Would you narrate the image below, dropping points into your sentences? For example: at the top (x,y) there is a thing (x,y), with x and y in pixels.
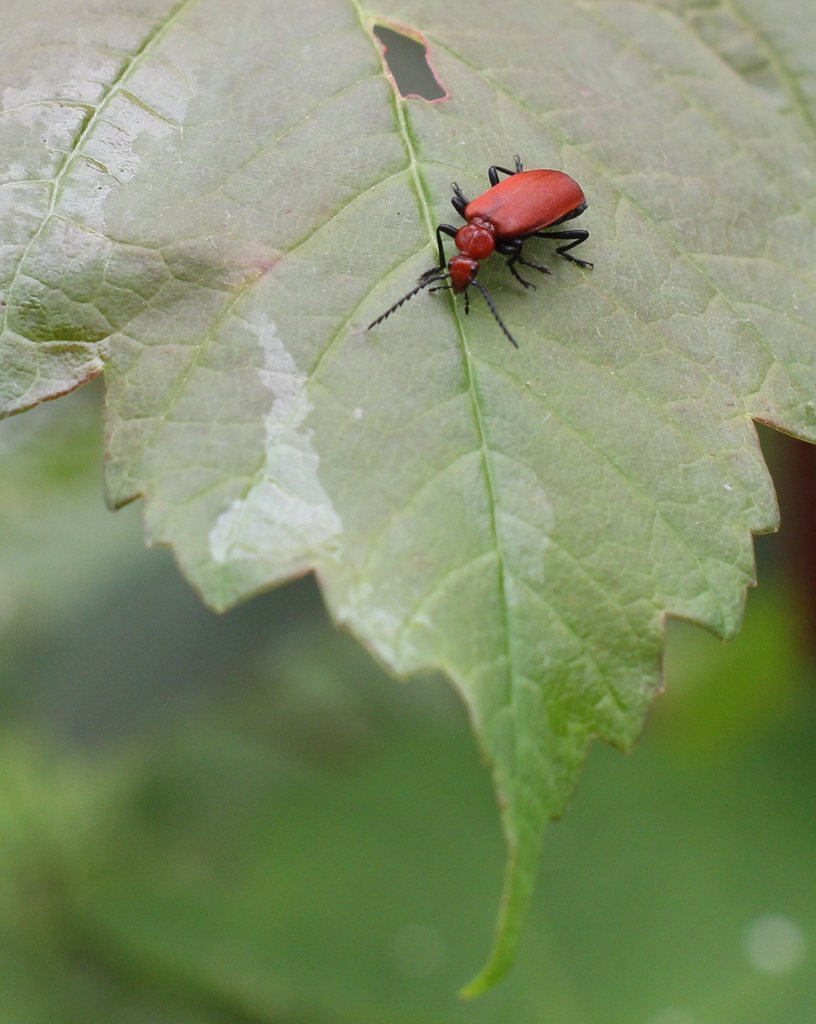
In this picture I can see an insect (475,211) on the leaf (408,471), and there is blur background (796,799).
